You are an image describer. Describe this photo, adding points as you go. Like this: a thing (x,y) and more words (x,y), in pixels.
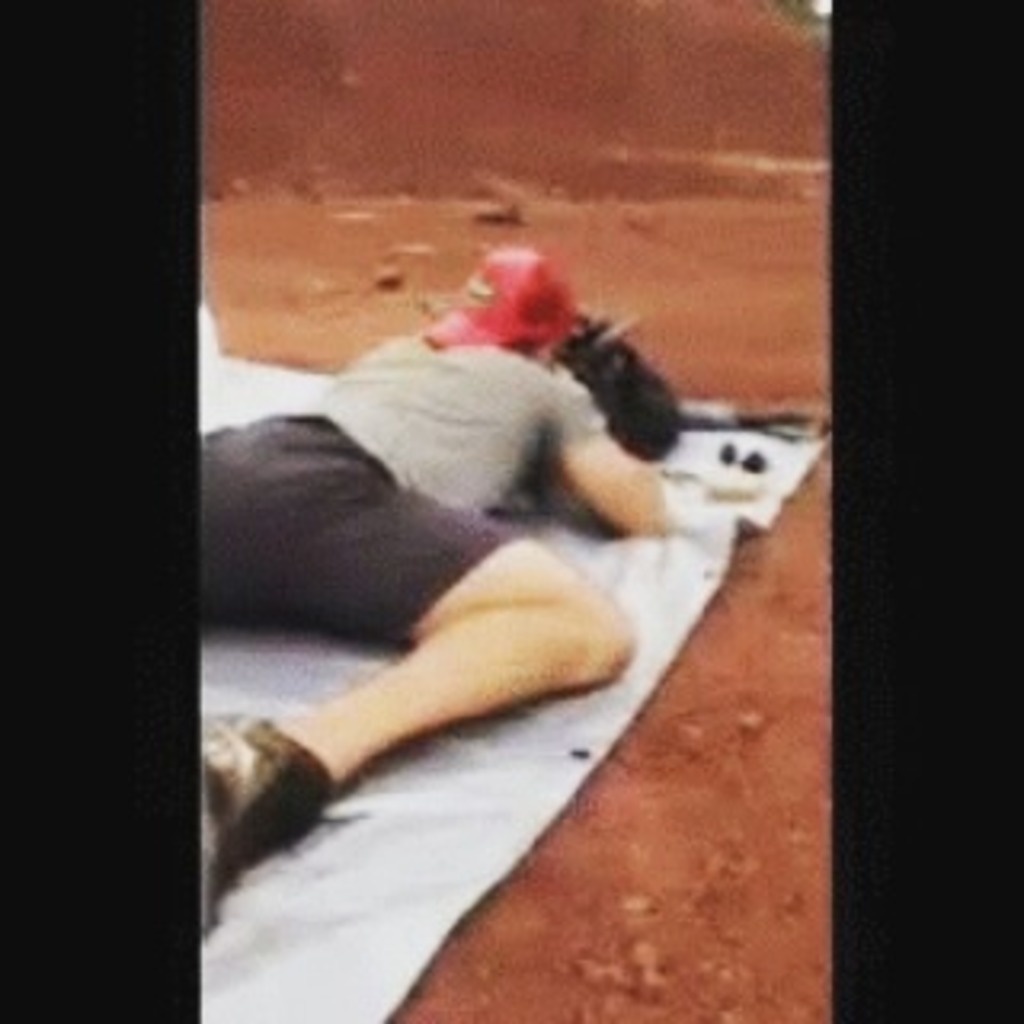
In the picture I can see a man (407,471) is lying on a white color cloth (428,835). The man (422,594) is wearing a red color object (482,337) on head (513,324). I can also see some other objects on the ground (672,354).
